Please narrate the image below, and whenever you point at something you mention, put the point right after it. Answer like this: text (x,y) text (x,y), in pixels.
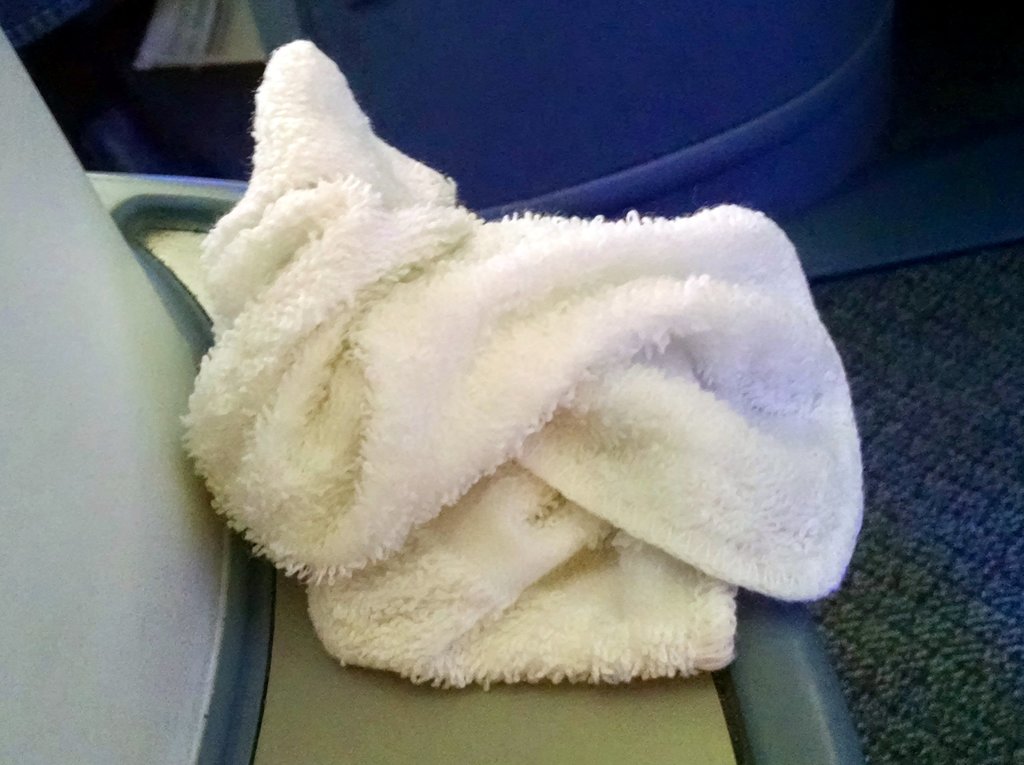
In this picture we can see cloth (486,376) on the platform (769,644). In the background of the image (646,100) there are few objects (273,42).
